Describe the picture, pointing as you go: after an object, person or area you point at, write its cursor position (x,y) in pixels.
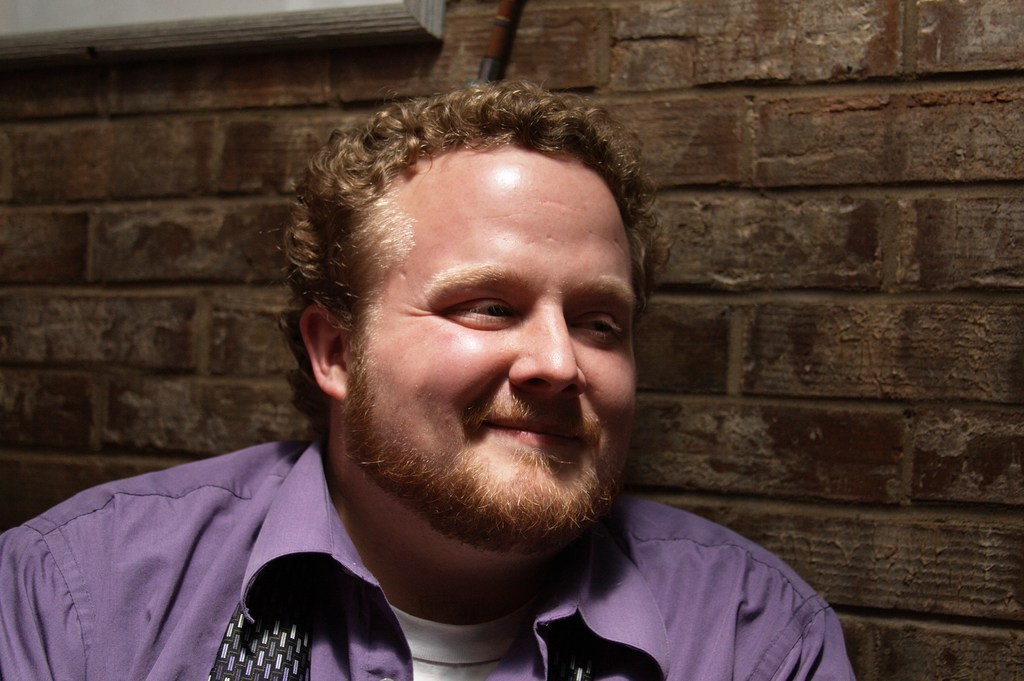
In this picture we can see a man (255,614) smiling and at the back of him we can see the wall (308,88).
